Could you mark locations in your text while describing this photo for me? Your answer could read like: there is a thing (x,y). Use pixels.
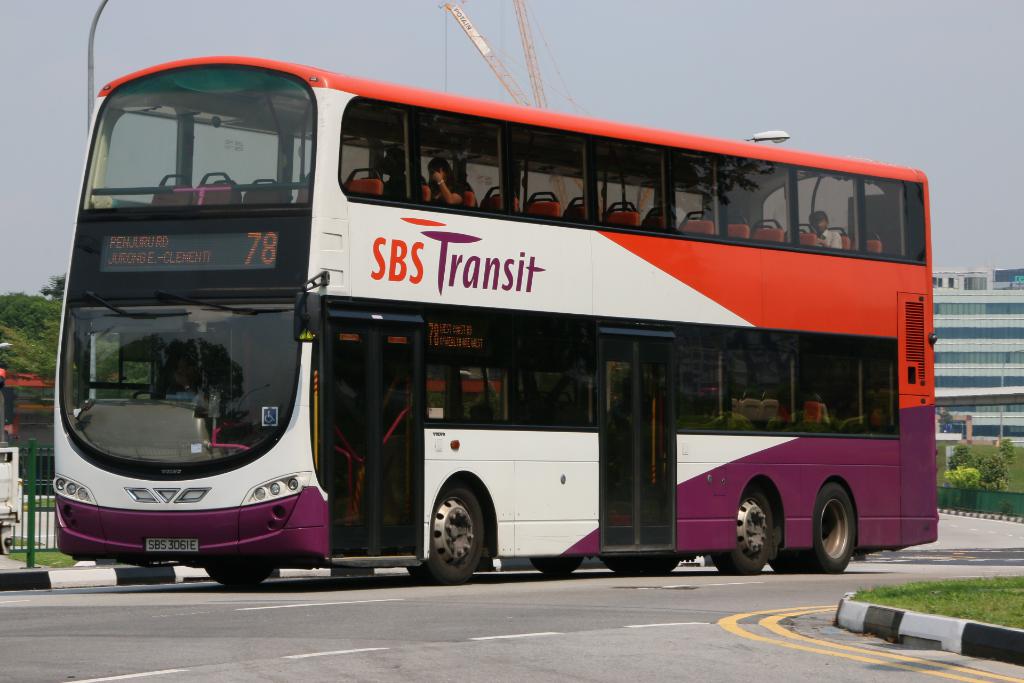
In this image in the center (420,429) there is a bus (405,386) with some text (420,247) and numbers (271,254) written on it is moving on the road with the persons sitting in it. In the front (957,616) on the right side (973,609) there's grass (976,606) on the ground (977,601). In the background (39,350) there are trees (45,351), buildings (989,426), there is a fence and the sky (666,65) is cloudy.
